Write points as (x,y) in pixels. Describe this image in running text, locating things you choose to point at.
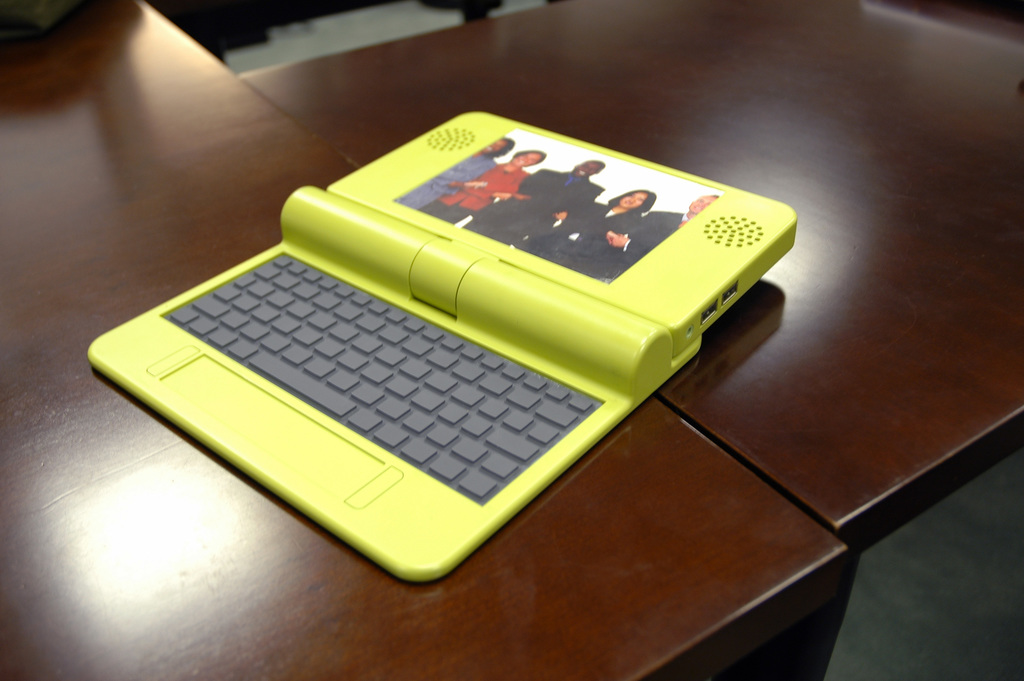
There is a table (217,244). There is a laptop (529,411) on a table (248,536).
